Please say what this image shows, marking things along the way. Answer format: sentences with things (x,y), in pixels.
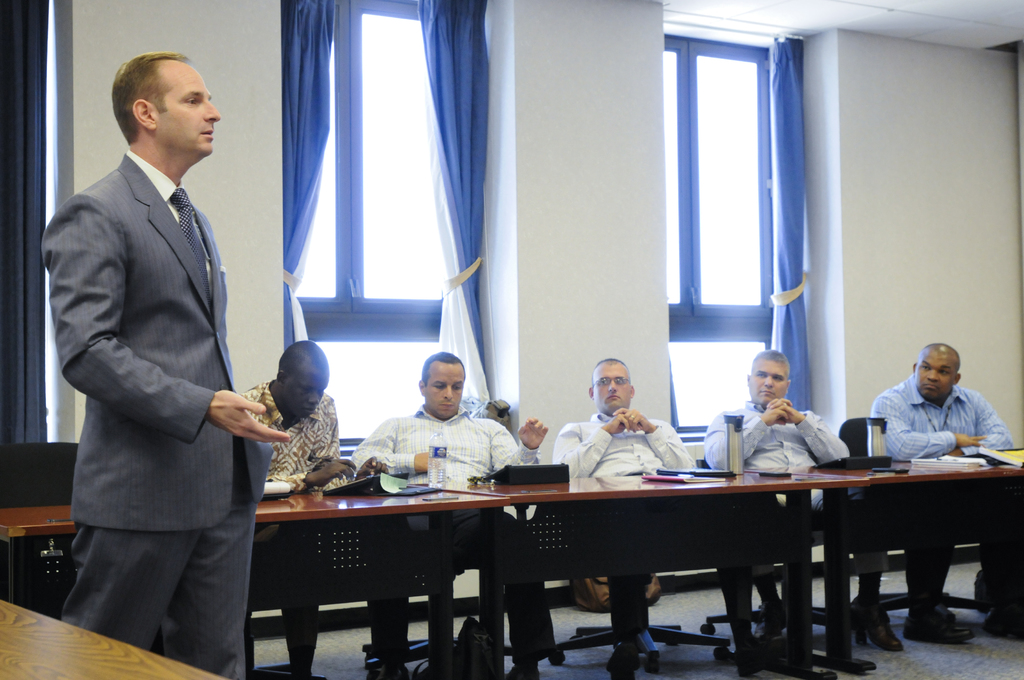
A man (168,383) wearing a gray dress (164,367) is standing. Beside him there are many tables (534,499) and many people (605,400) are sitting there. On the table (454,486) there are bottles (440,445) and many other items (706,468). In the background (378,147) there are wall (578,176), curtain (463,196) and windows (430,304).
